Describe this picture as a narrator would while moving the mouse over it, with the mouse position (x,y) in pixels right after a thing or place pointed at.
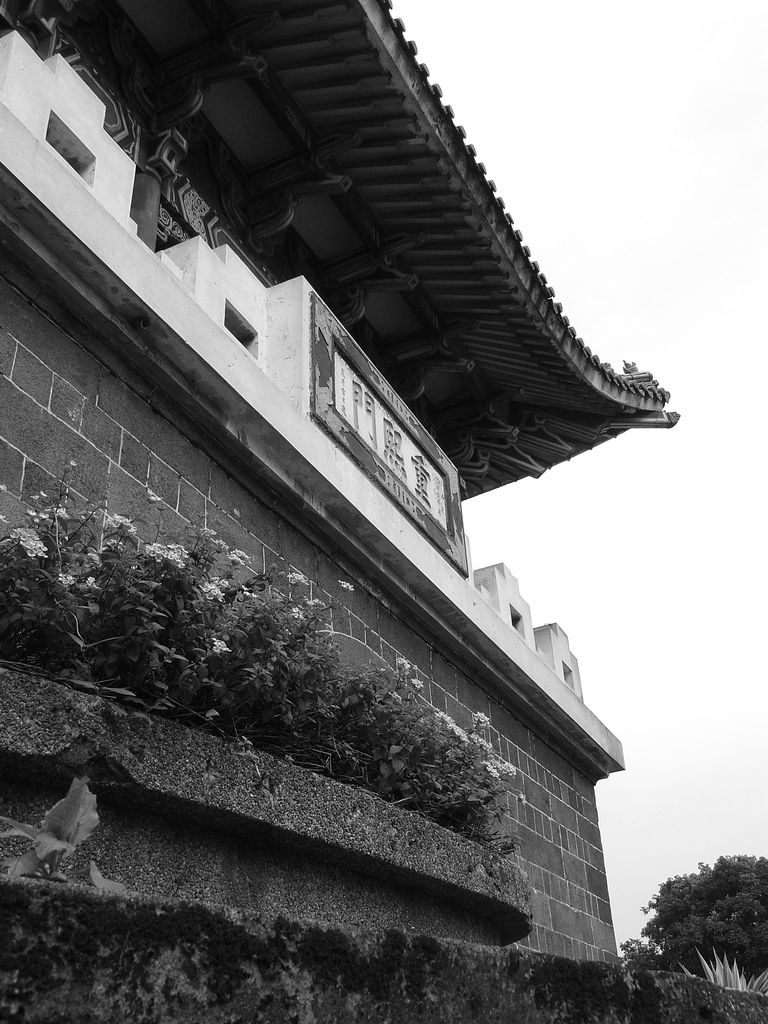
In this image there is a building (175,333). Before it there are few plants (245,728) having flowers (443,716). Right bottom there are few plants (720,965) and trees (746,969) behind the wall (673,988). Right side (623,114) there is sky (678,428).
